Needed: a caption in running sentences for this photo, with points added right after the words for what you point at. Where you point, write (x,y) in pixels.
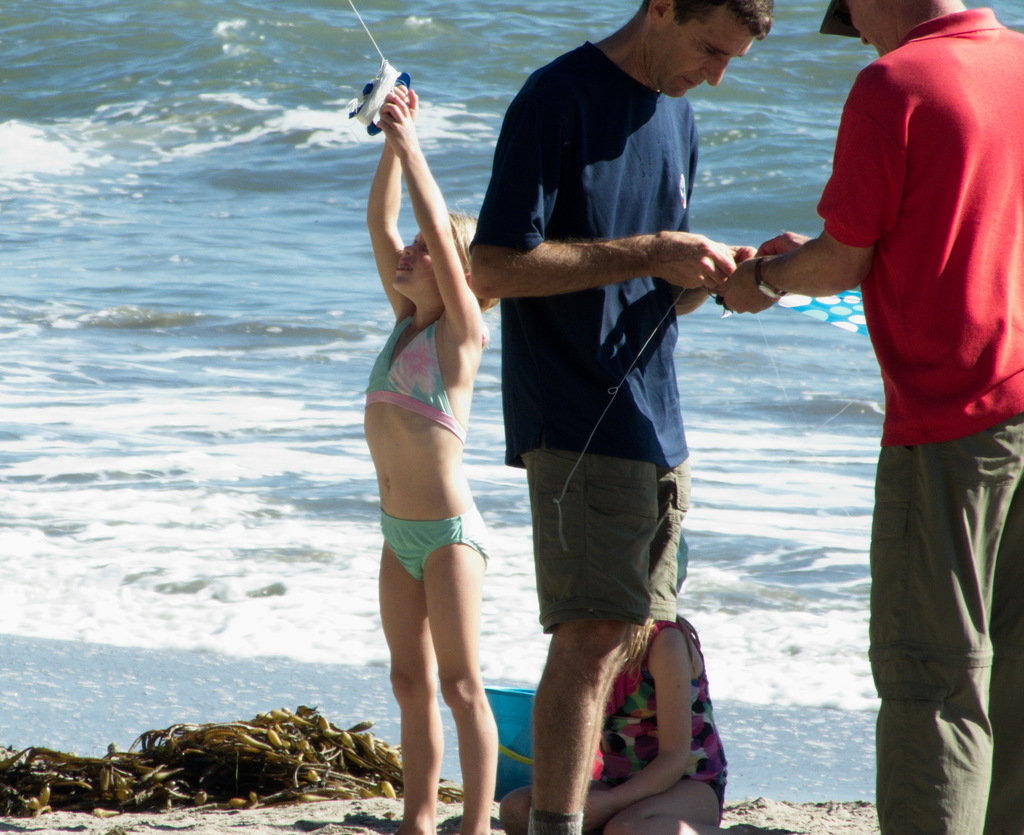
In this picture I see 2 men (865,253) in front (841,256) who are standing and holding a thing (835,304) in their hands (758,306) and behind them I see 2 girls (428,392) and I see a bucket (527,691) behind the girls (490,712). In the background (279,362) I see the water (792,145) and I see that this girl (442,352) on the left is holding a thing (370,120).
